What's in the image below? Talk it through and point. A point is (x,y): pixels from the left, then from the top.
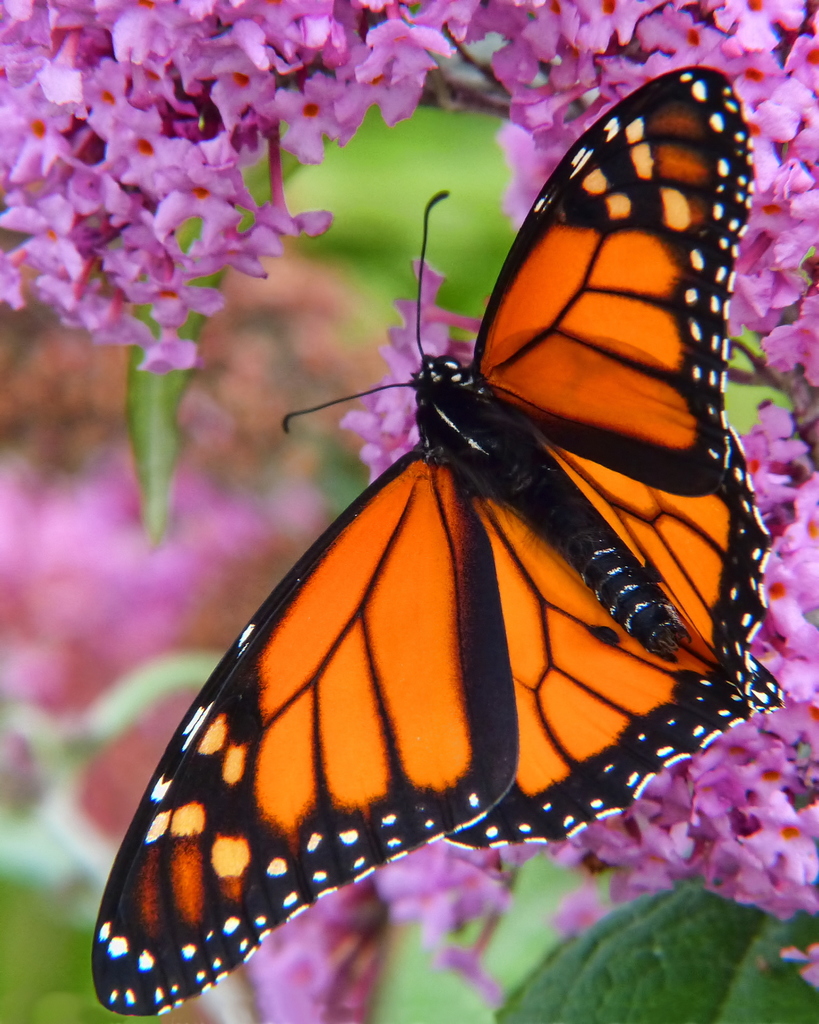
In this image we can see a butterfly (568,232) on flowers (401,348) and the background (314,450) is blurred.
